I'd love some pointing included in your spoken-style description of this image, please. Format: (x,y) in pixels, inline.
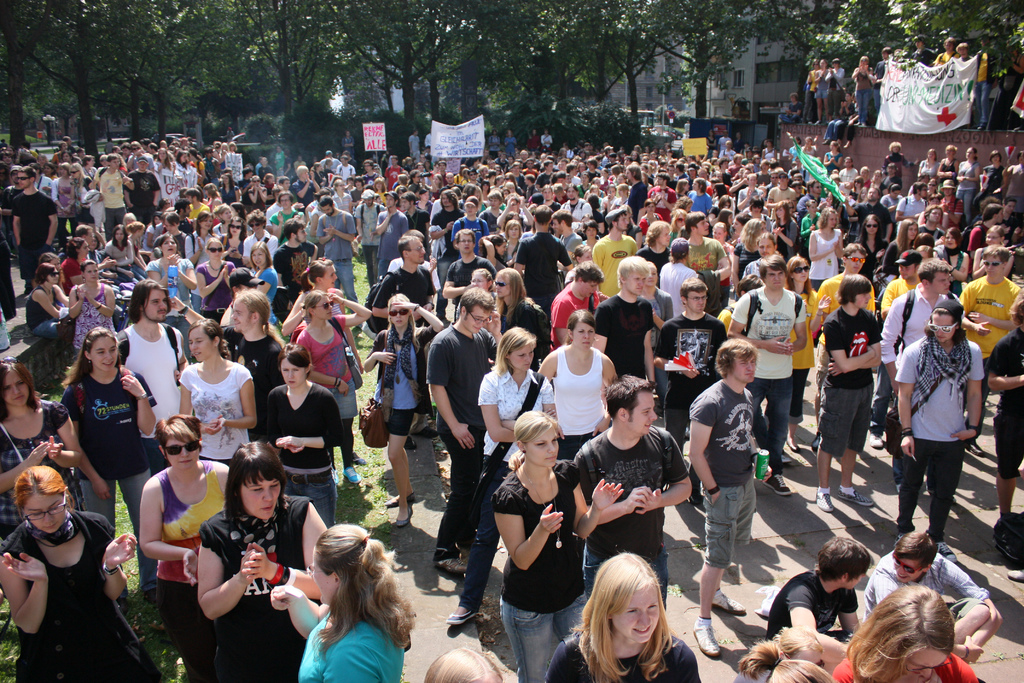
In this image we can see a crowd (610,343). Some people (905,509) are wearing bags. Some are wearing goggles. And few people (985,71) are holding banners (923,92). In the back (425,64) there are trees (541,65) and building (779,82).
